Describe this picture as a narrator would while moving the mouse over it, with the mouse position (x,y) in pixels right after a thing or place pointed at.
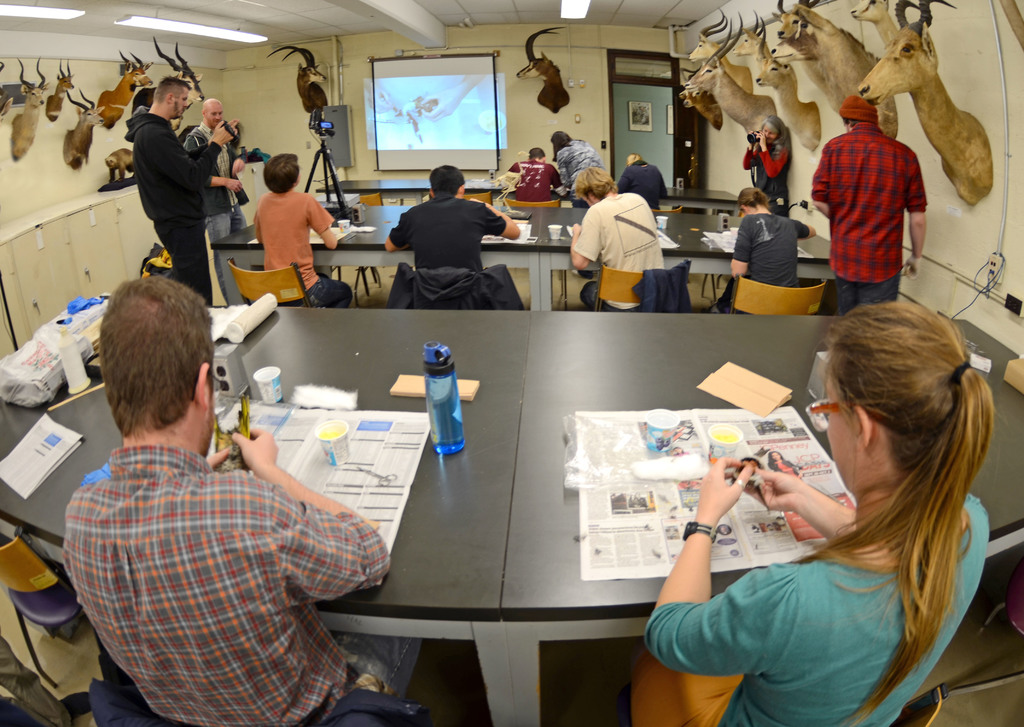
In this image few persons (840,456) are sitting on chairs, in front of a table (505,650) doing an activity, few persons (907,192) are standing near by them and there are walls (69,117) around them to that wall (602,75) there are deer faces (915,83).
